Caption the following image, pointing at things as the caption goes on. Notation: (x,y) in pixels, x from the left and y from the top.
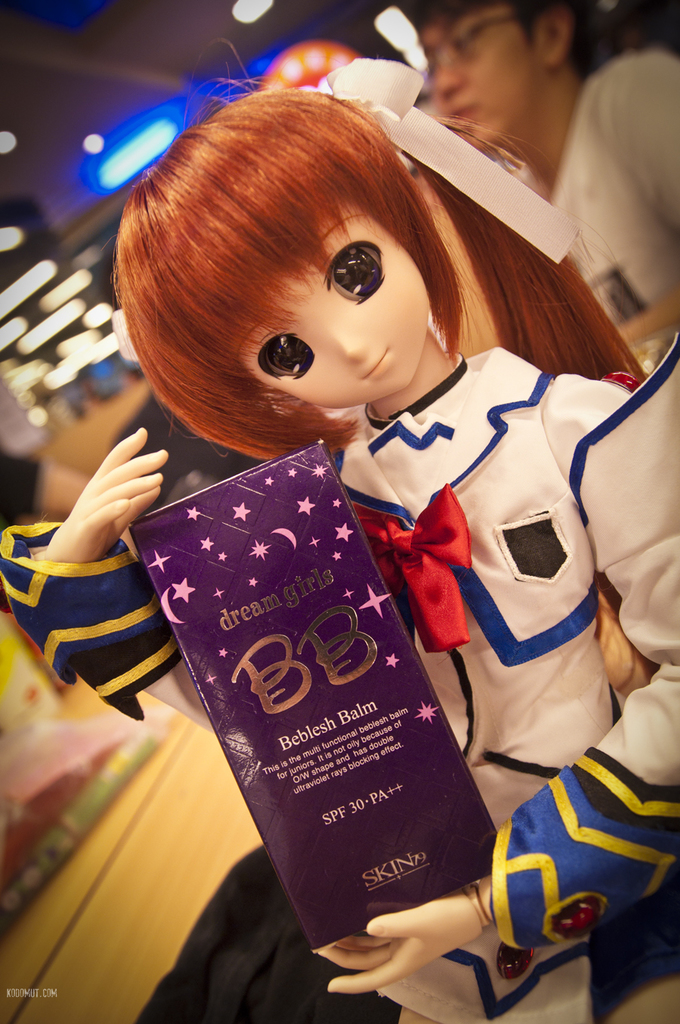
This image consists of a doll (486,592) holding a purple color box (365,730). In the background (673,115), we can see a person (518,140) and the light (14,377).
